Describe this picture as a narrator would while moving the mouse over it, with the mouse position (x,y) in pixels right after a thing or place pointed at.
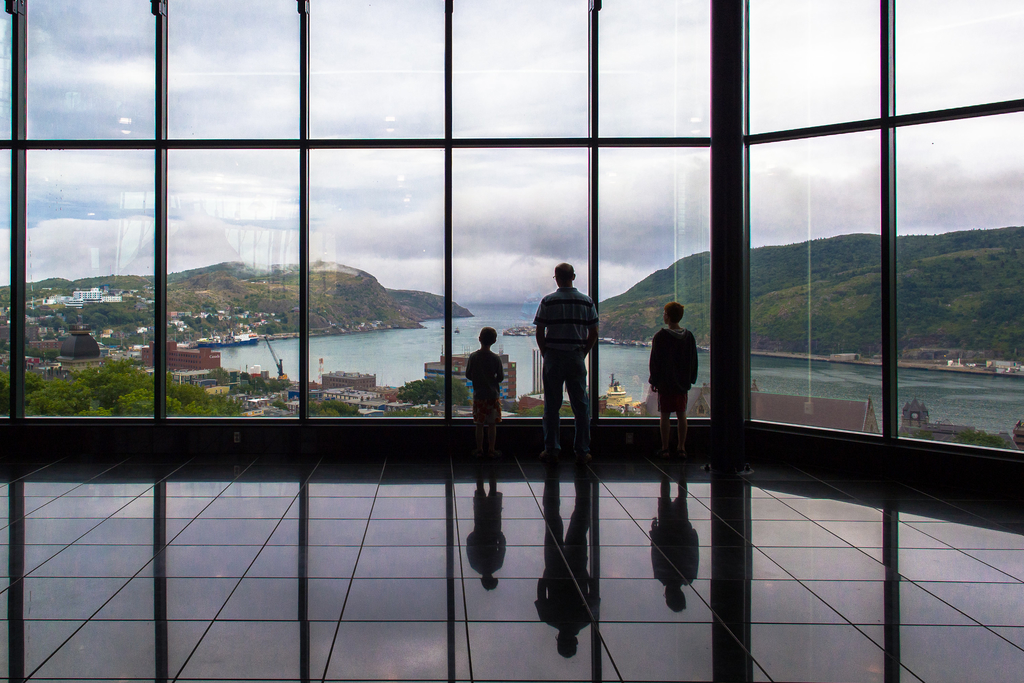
In this image I can see three people (583,430) standing inside the building (527,568). In-front of the building (451,251) I can see the glass (366,294). Through the glass (318,417) I can see many trees (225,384), buildings (216,358), water (389,351) and the mountains (353,283). I can also see the clouds (311,152) and the sky (243,98) in the back (221,130).
